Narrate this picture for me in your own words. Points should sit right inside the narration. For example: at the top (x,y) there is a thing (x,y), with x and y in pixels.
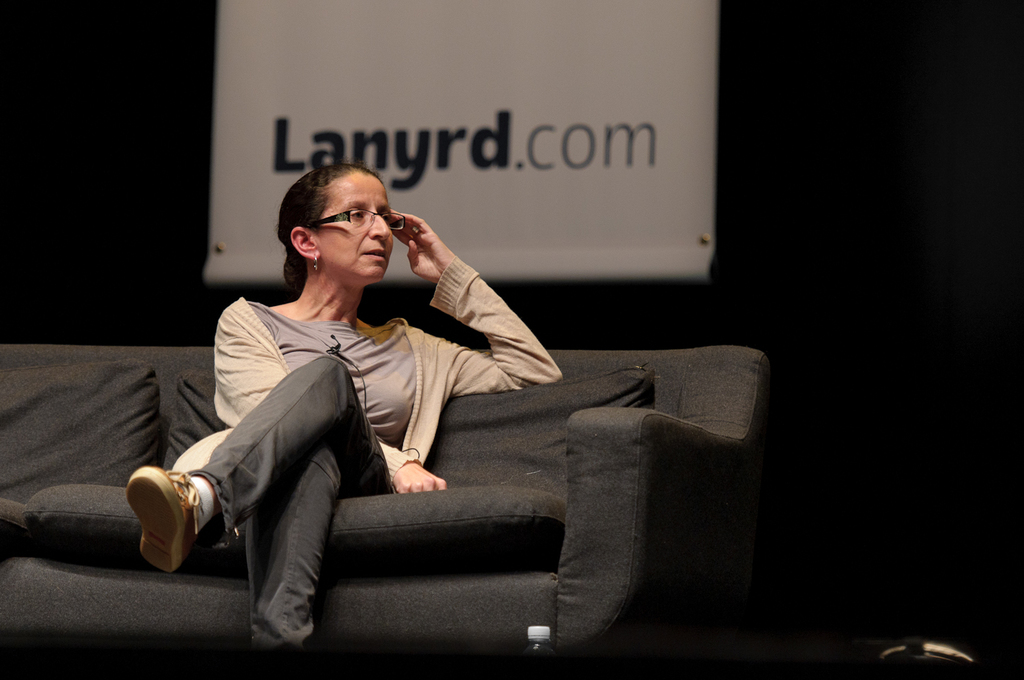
this picture shows a woman (178,498) seated on the sofa (189,376) and we see a hoarding (554,278) back of her
